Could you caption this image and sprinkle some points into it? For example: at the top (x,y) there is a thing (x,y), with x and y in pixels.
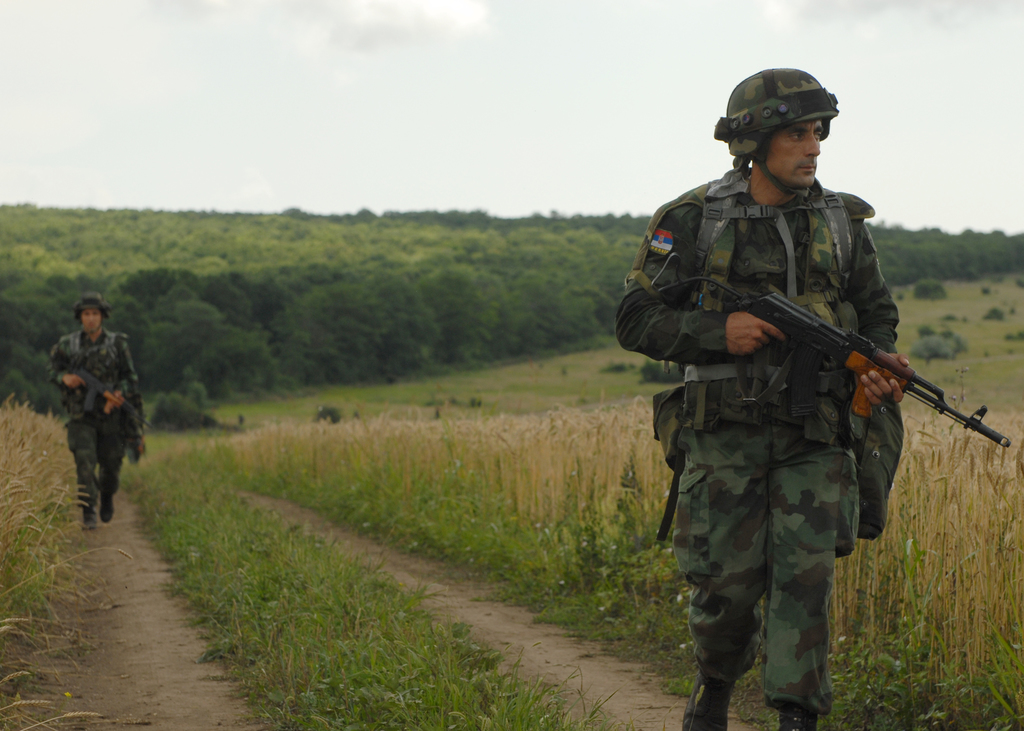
In the picture we can see a grass plants (996,616) on a hill (553,384) and some path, on a pathway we can see an army man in uniform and wearing bags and holding a gun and behind also we can see a man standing and he is also an army man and in the background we can see a many trees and behind it we can see a sky (190,179) with clouds (843,119).
